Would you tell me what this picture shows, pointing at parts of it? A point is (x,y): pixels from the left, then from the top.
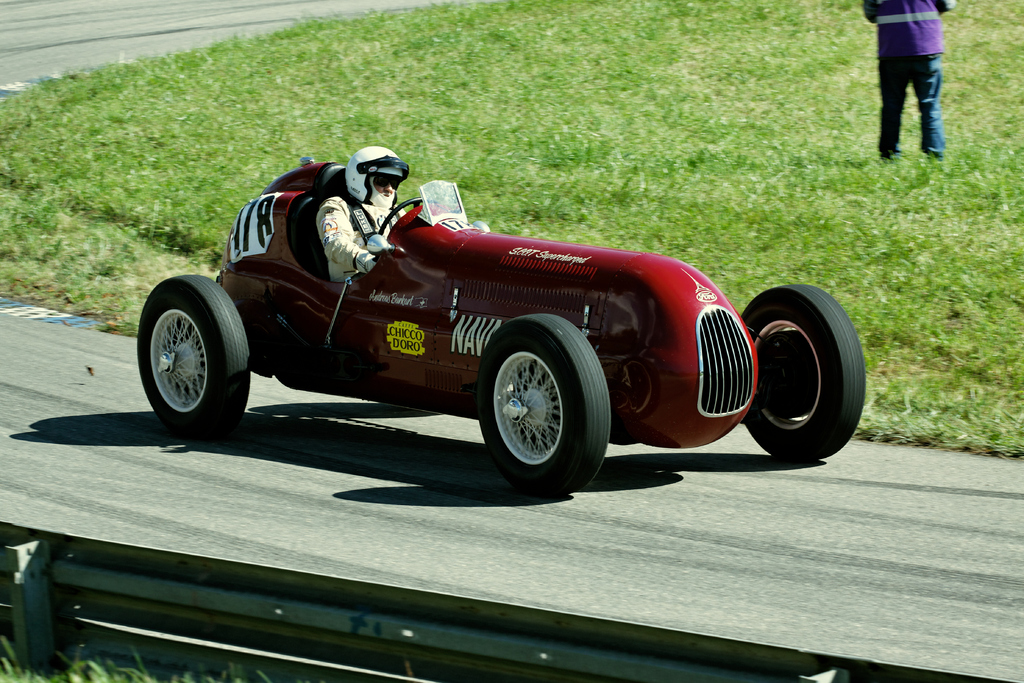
In this picture we can see a man (345,240) sitting, wearing a helmet (400,170) and riding a vehicle (500,353) which is red in colour. On the grass (773,114) we can see one man (911,58) standing.
